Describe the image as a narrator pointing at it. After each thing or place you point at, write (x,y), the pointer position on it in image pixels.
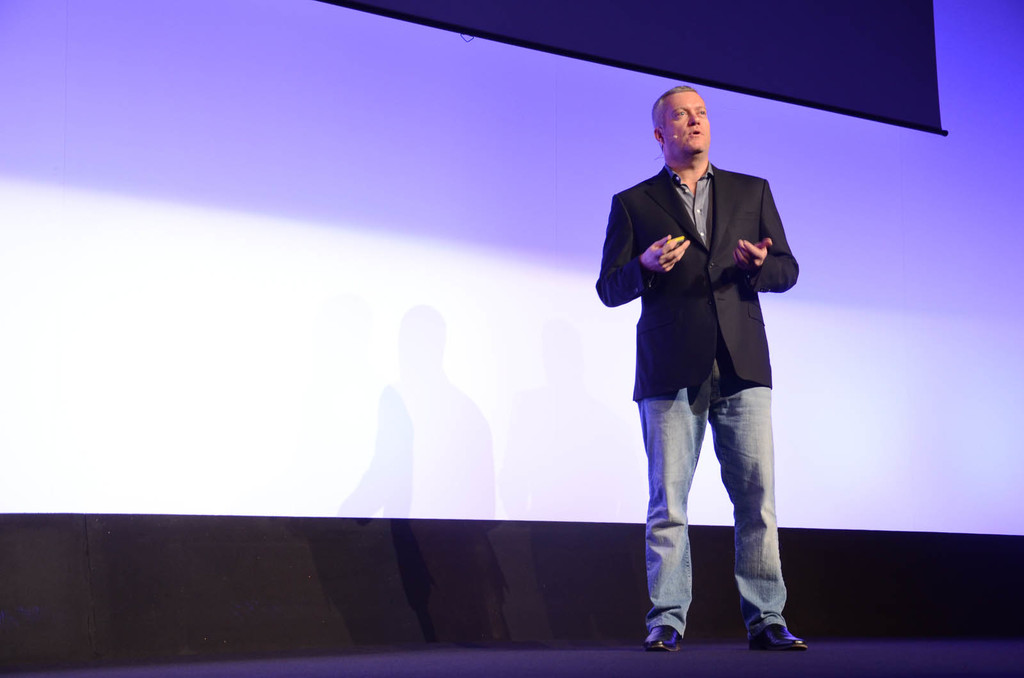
In this picture I can see a man (770,266) talking, he is wearing a coat (716,313). In the background (457,340) it looks like a projector screen (473,435).
